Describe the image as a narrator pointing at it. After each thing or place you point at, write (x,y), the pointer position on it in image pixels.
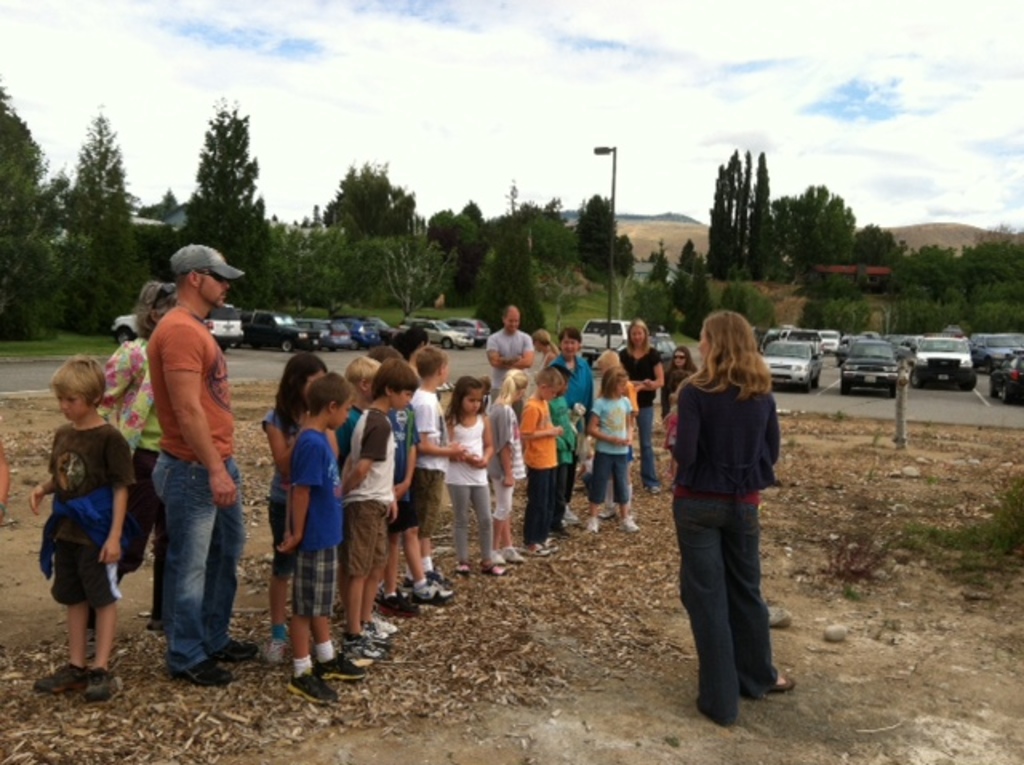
In the middle of the image (638,339) few people (302,590) are standing. Behind them there are some vehicles (592,332) and poles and trees (251,211). At the top of the image (321,202) there are some clouds (133,13) in the sky (119,18).
